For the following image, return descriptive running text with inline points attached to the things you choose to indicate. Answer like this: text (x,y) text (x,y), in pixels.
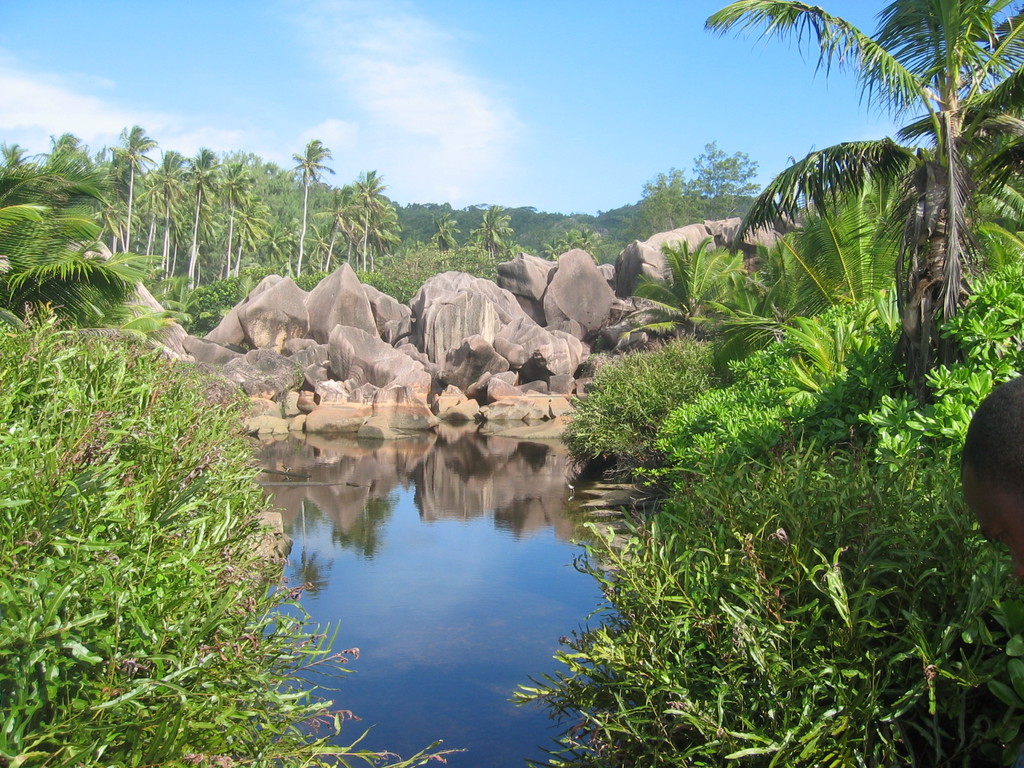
This image consists of rocks (455,400). At the bottom (415,624), there is water (547,554). On the left (147,484) and right, there are plants (222,651) and trees (17,227). In the background (260,228), there are many trees (267,241). At the top (232,112), there are clouds (399,40) in the sky (222,53).
